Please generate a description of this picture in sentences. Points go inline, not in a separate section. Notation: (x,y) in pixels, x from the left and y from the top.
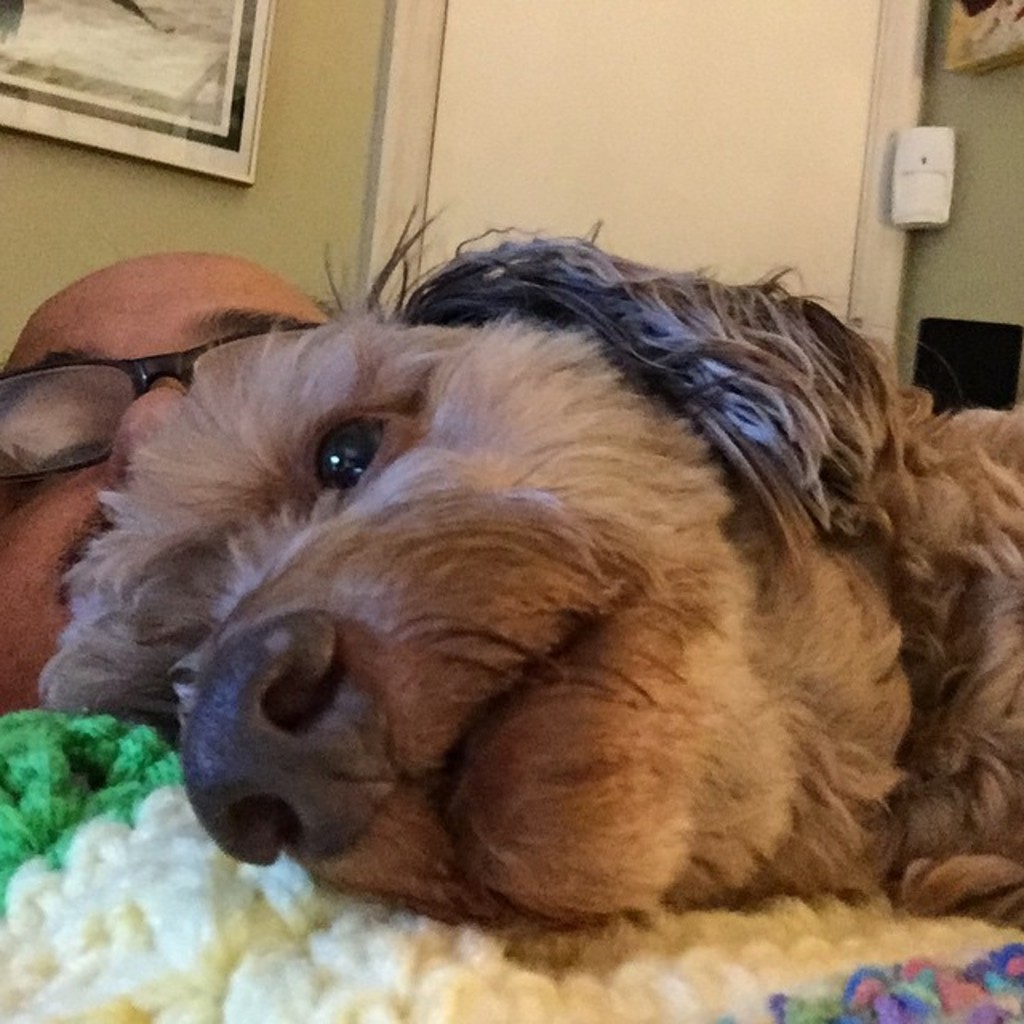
Here in this picture we can see a dog (532,570) laying on a person (48,320) and we can see the person (95,497) is wearing spectacles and behind him on the wall (175,199) we can see portrait (232,133) present.
